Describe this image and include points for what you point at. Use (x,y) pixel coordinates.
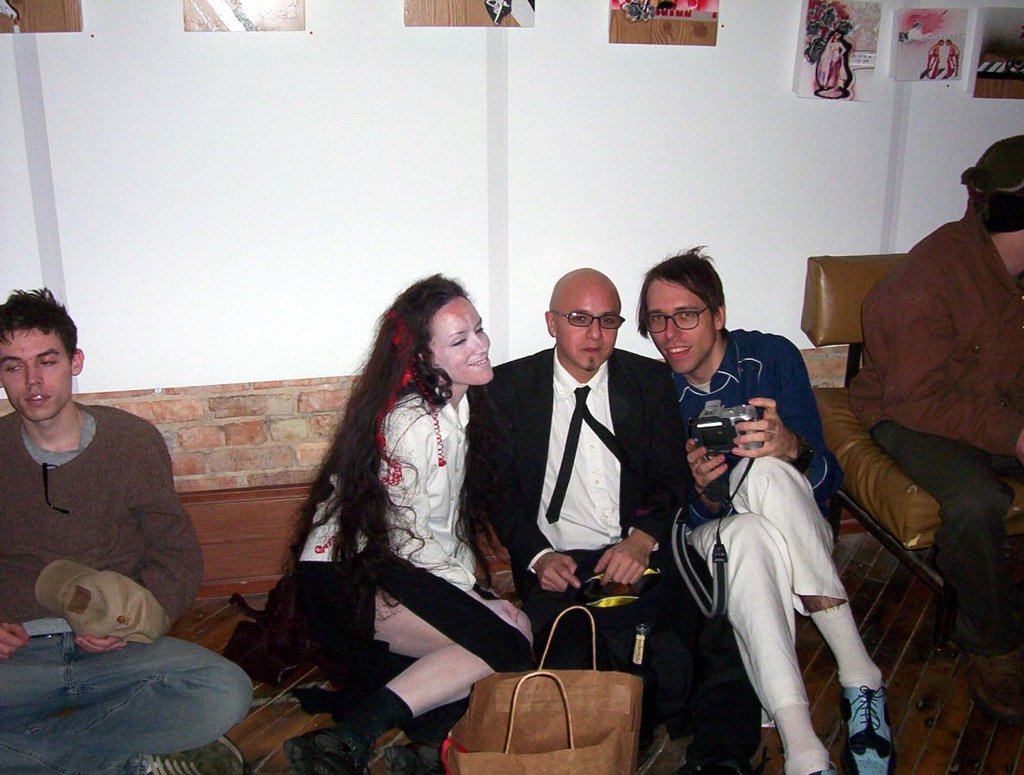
In this image we can see a few people (1019,400), one of them is holding a cap (99,618), another person (761,454) is holding a camera (698,430), there is a bag (516,736), and some posters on the wall (575,108), also we can see a person (966,478) sitting on the couch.
